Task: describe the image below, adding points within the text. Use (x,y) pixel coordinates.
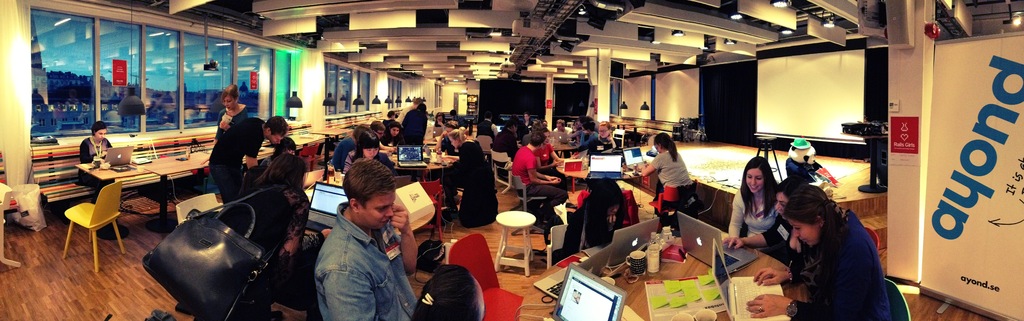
In this image we can see many people (794,211) are sitting on the chairs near the table (626,279) where laptops (633,236), cups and few more things (666,241) are kept on it. In the background (855,61), we can see the projector screen (768,129), ceiling lights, glass windows (100,109) through which we can see buildings (48,80) and the dark sky (111,64), we can see banners (938,89) and wooden flooring (106,267) here.
